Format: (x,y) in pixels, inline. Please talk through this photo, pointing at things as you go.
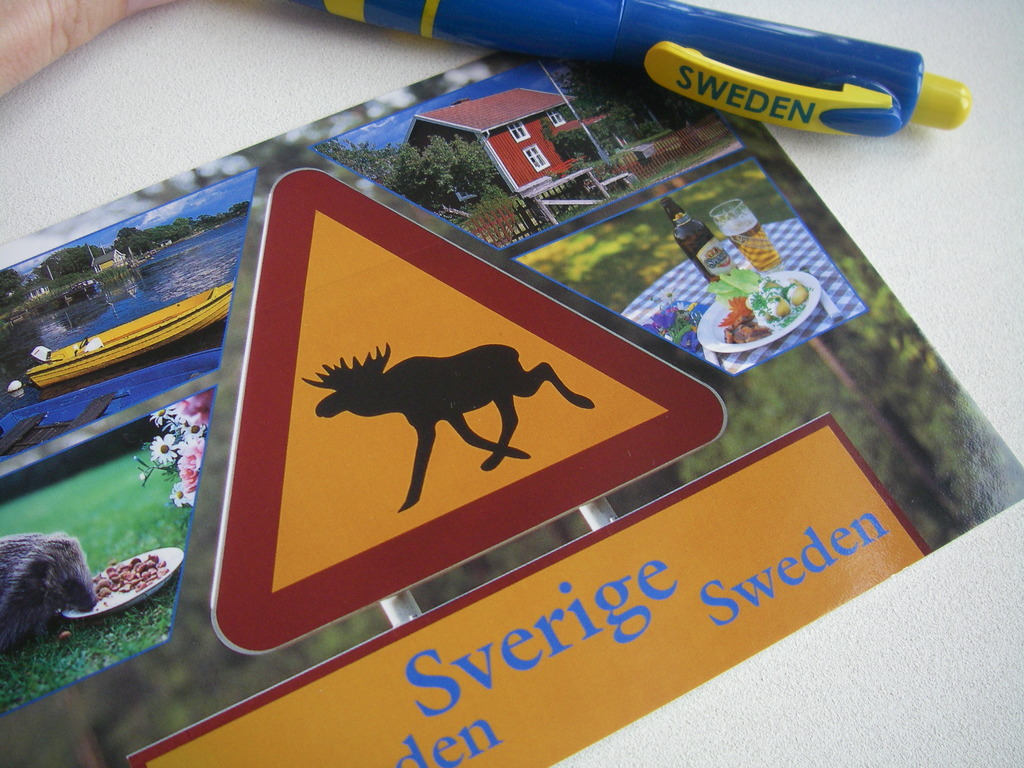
Here I can see a sheet (349,240) which is placed on a white color cloth (883,681). On this sheet (291,494) I can see some text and few images (145,359) of boat (158,325), water (165,269), trees (431,183), house (515,191), table (689,262), plate (740,297), bottle (716,267), glass (741,226), animal (67,566), flowers (181,444) and some other. Beside this there is a pen (668,56). In the top left (45,33), I can see a person's finger (55,26).
